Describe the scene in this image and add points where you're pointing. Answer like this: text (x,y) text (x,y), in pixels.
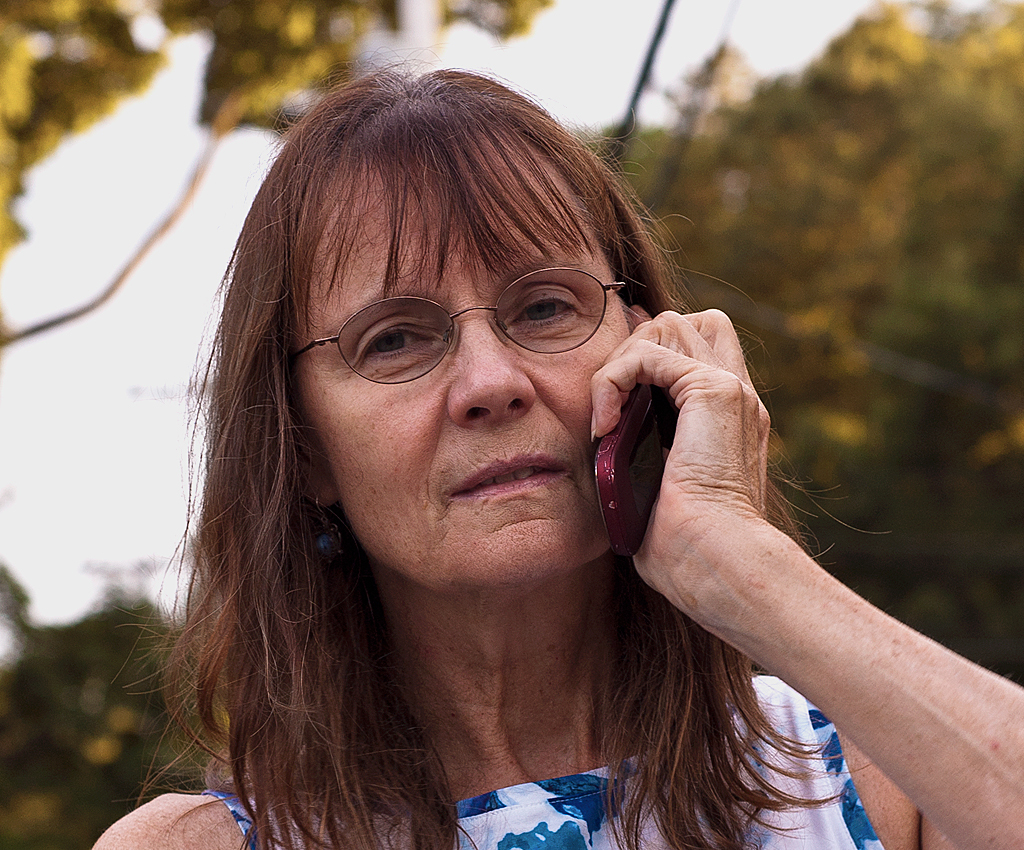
In this image I can see the person (412,580) holding the mobile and wearing the blue and white color dress (535,847). She is also wearing the specs (424,369). In the back (88,585) I can see the trees (768,154) and the sky (555,29).
